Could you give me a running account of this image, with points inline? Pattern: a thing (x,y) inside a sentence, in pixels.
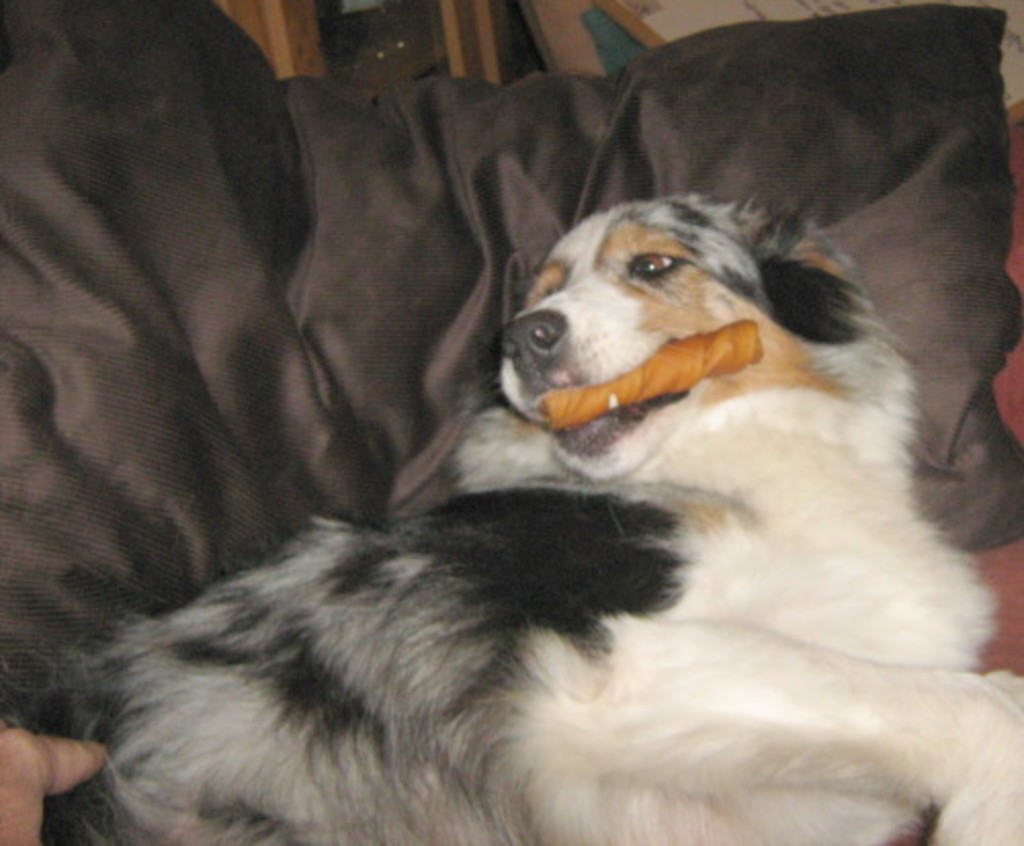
In the image in the center (526,386), we can see one dog (821,512). On the couch (488,354), we can see pillows (121,251) and one dog (614,446), which is in black and white color. And we can see dog (811,529) holding some object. In the background (595,50) there is a wall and a few other objects (374,50).
